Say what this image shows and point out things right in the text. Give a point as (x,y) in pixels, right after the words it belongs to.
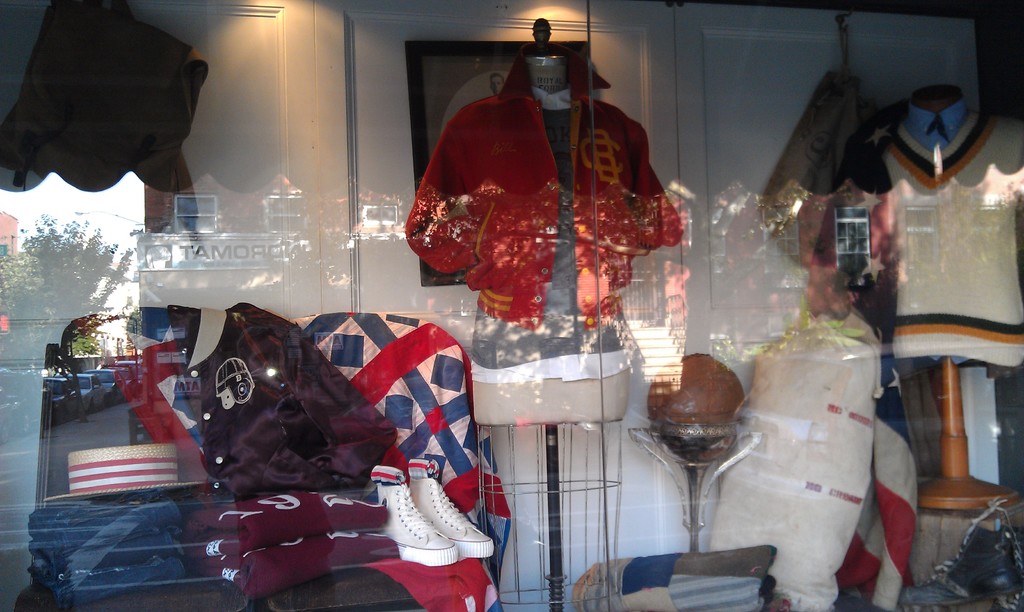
In this image we can see that there are mannequins (542,368) which are dressed properly. In front of them there is a glass (328,257). Beside the mannequins (481,304) there is a sofa (119,604) on which there are shoes (410,528), cap (130,488), clothes (119,533) on it. In the background (307,99) there is a wall (373,86) to which there is a frame (423,89).
